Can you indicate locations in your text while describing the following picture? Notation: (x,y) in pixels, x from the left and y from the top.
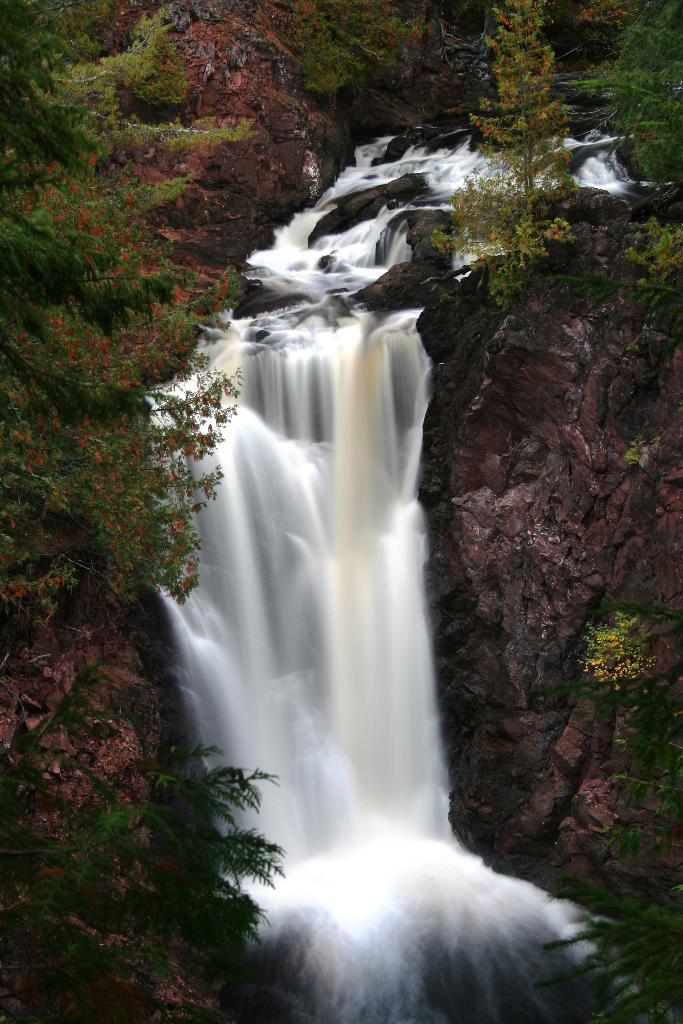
In this picture there is water fall (363,490) in the center of the image (318,499) and there are rocks (438,353) and trees (35,88) on the right (572,494) and left side of the image (132,284).
